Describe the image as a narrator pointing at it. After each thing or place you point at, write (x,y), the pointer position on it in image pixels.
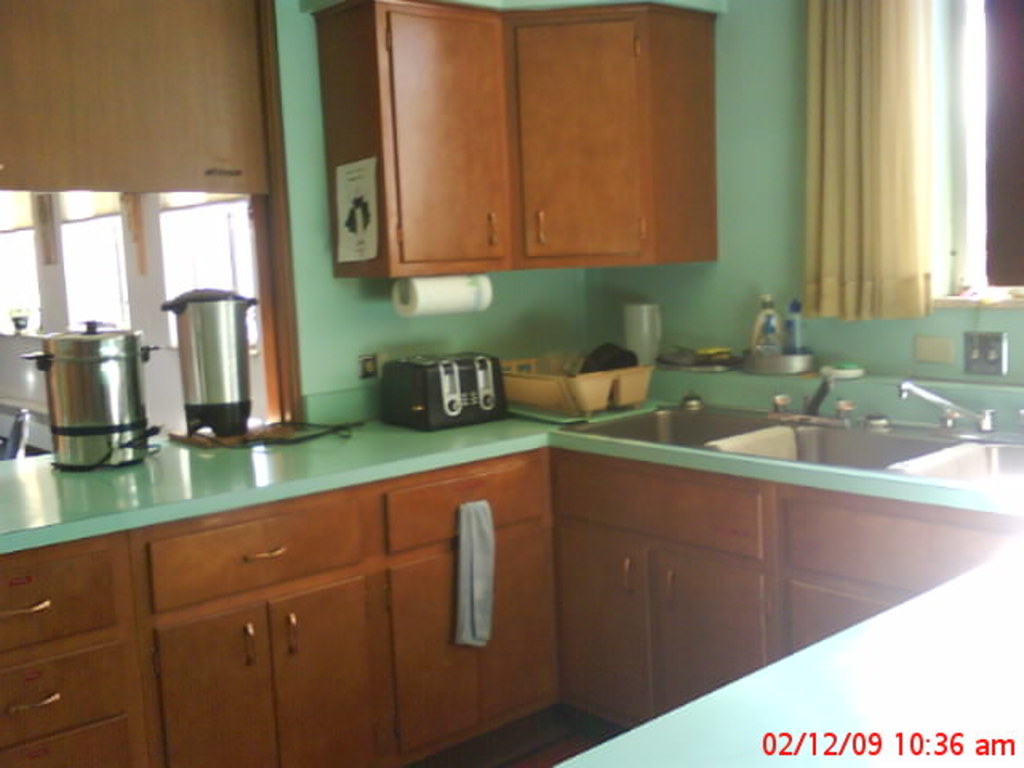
This is a kitchen (311,373). There is a table (264,498) with drawers (111,616). On the table (364,438) there are kitchen equipment (395,393), wash basins (936,461), taps (846,410), basket (589,406), bottles (786,326) and many other things (652,308). Also there is a curtain (836,178). On the wall (795,396) there is a cupboard (460,228). Near to that there is a tissue roll (464,298). In the right bottom corner (842,739) there is a watermark (907,742).
